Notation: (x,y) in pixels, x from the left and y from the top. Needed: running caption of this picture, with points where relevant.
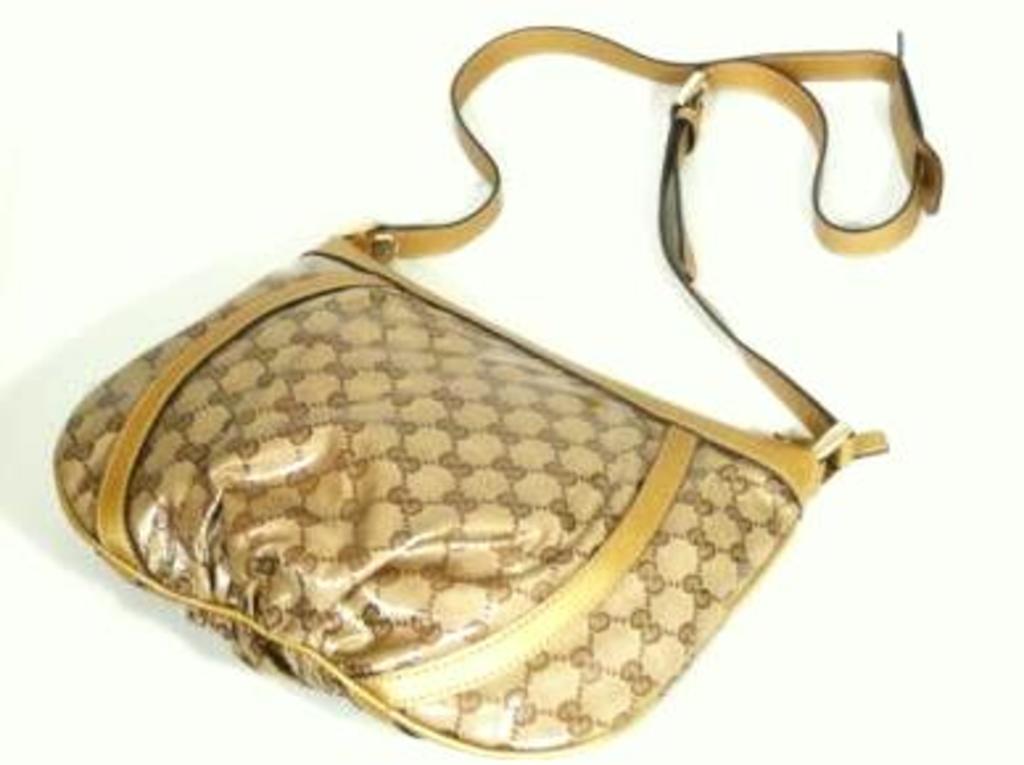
There is a brown bag (504,436) with yellow stripes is kept on a white surface (811,501).
